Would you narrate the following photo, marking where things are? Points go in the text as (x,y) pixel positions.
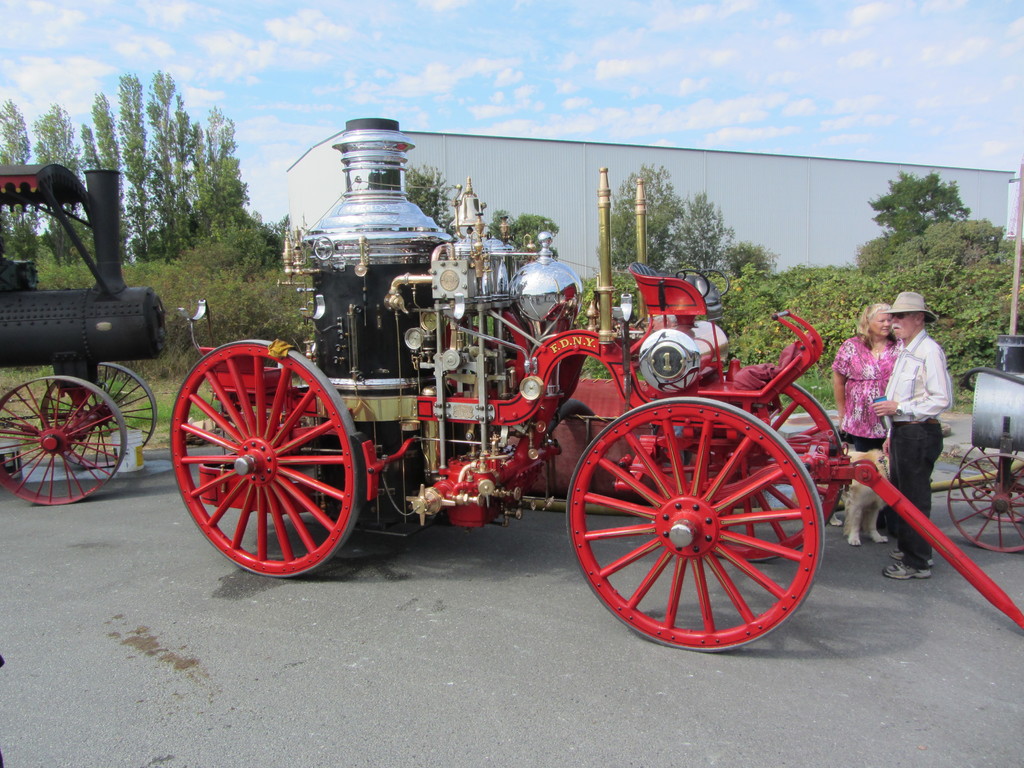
In this picture I can see four wheeler vehicles (417,430) on the road (474,553). I can see two persons (896,432) on the road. I can see the animal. I can see trees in the background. I can see clouds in the sky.
